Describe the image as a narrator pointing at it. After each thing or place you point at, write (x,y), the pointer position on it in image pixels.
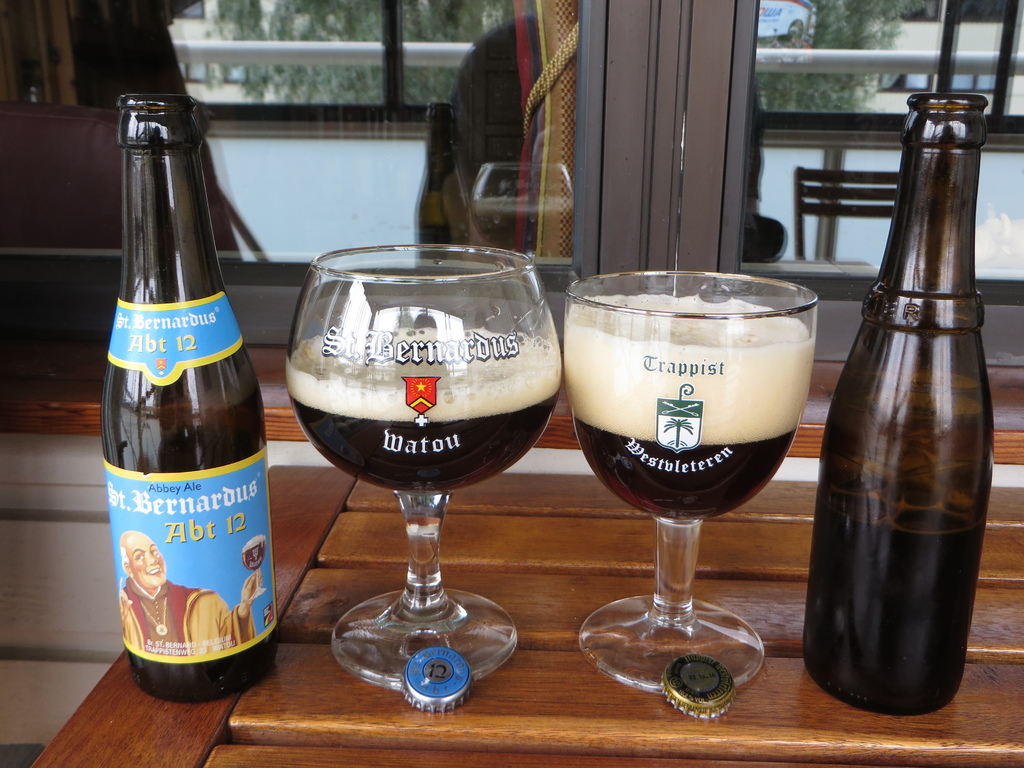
As we can see in the image there is a window (319,76) and table (316,584). On table (646,711) there are glasses (415,407) and bottles (919,435).
